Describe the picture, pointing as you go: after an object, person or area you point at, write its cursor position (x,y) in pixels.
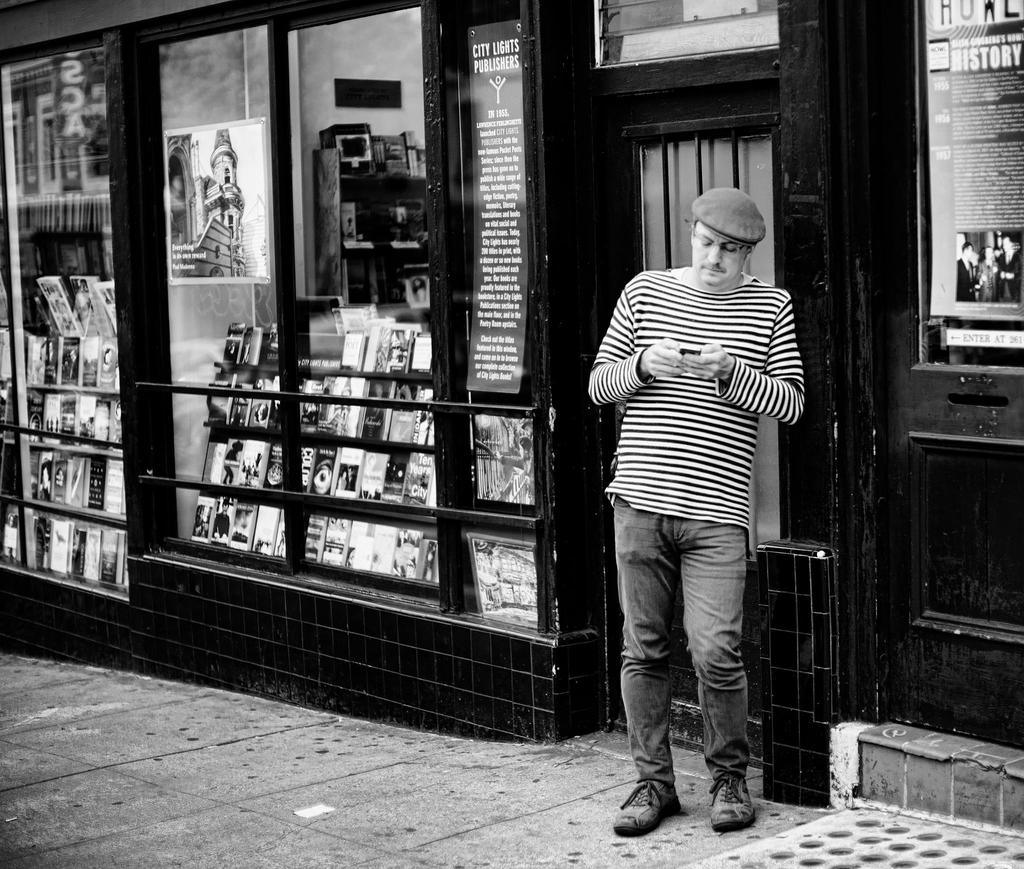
In this picture we can see a man (676,410), he is standing and he is holding an object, beside him we can see few books (377,392) and posters (511,295) on the glass (397,189).
